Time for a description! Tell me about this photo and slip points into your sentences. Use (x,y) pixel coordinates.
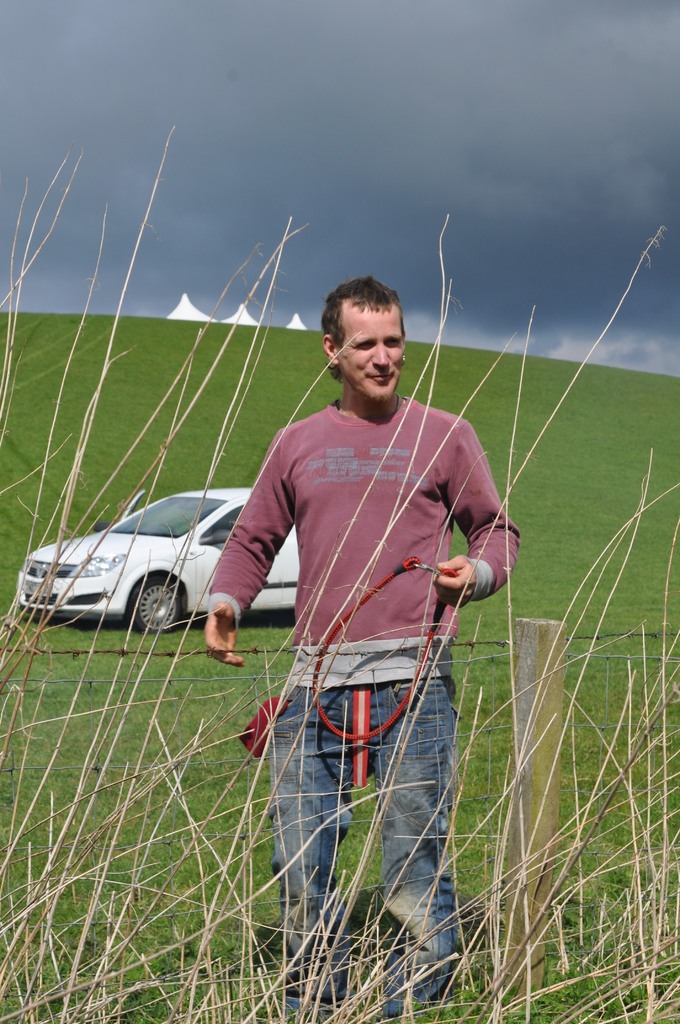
In this picture I can see a man (243,532) standing and he is holding a string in his hand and I can see a car (115,549) and grass (193,453) on the ground (4,330) and I can see metal wire fence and a blue sky (357,126).
